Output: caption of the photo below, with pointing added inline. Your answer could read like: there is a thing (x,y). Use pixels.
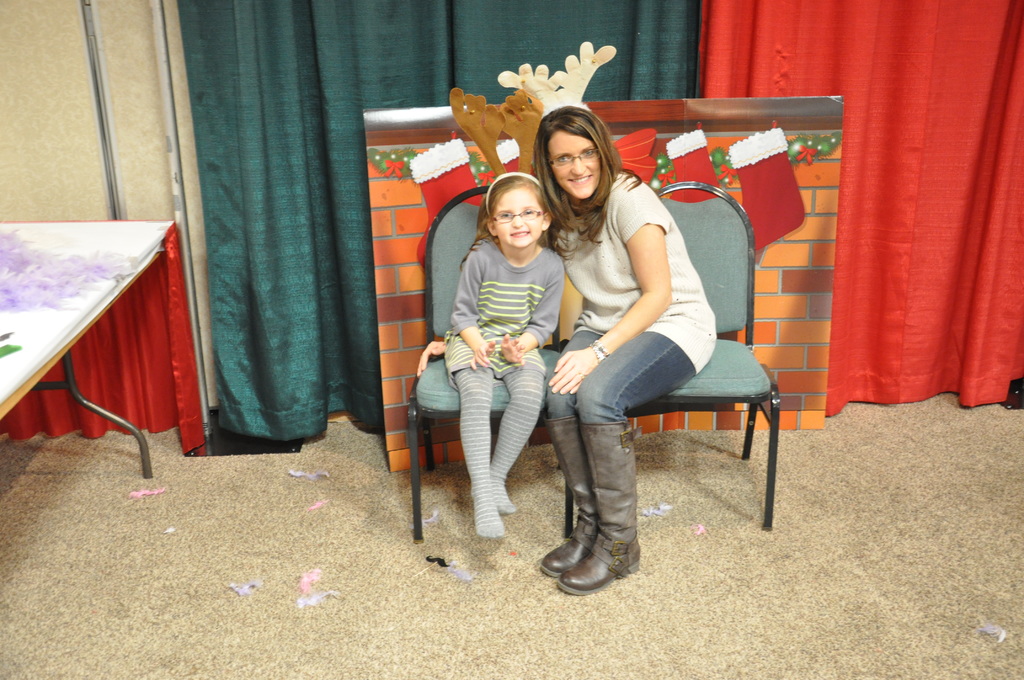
A woman (619,242) and a girl (512,418) are wearing spectacles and posing to camera. There is cardboard (397,173) to which red color socks (501,146) and horns type crafts (514,113) are attached. There are two curtains (697,61). There is a table (117,247) with some items (22,288) on it.
